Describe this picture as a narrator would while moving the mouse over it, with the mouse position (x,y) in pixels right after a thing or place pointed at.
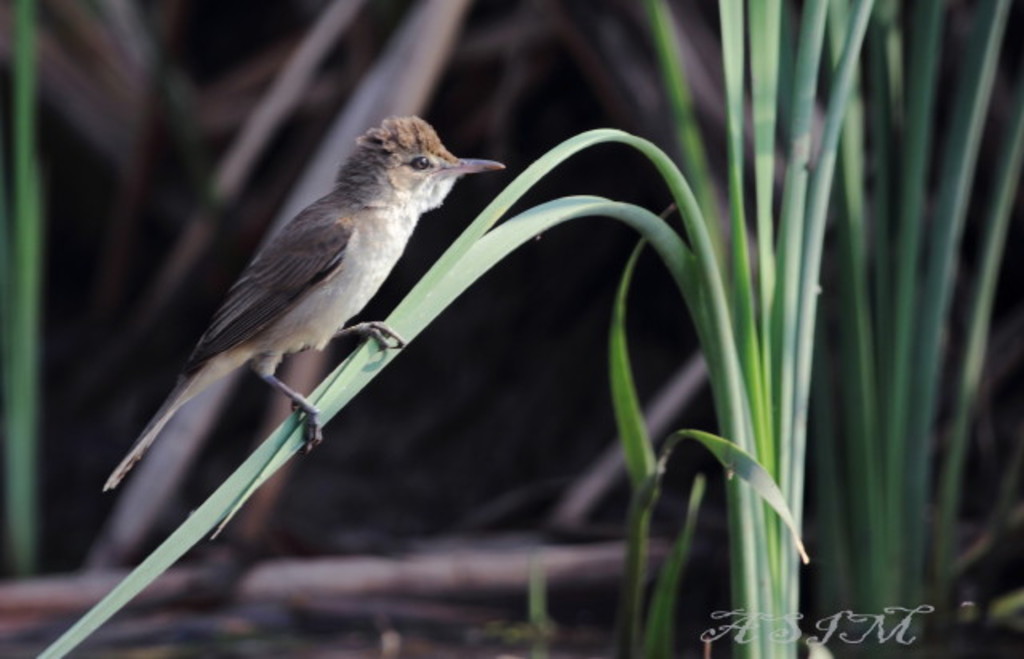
In the image we can see a bird (203,337) on a plant (617,300).
